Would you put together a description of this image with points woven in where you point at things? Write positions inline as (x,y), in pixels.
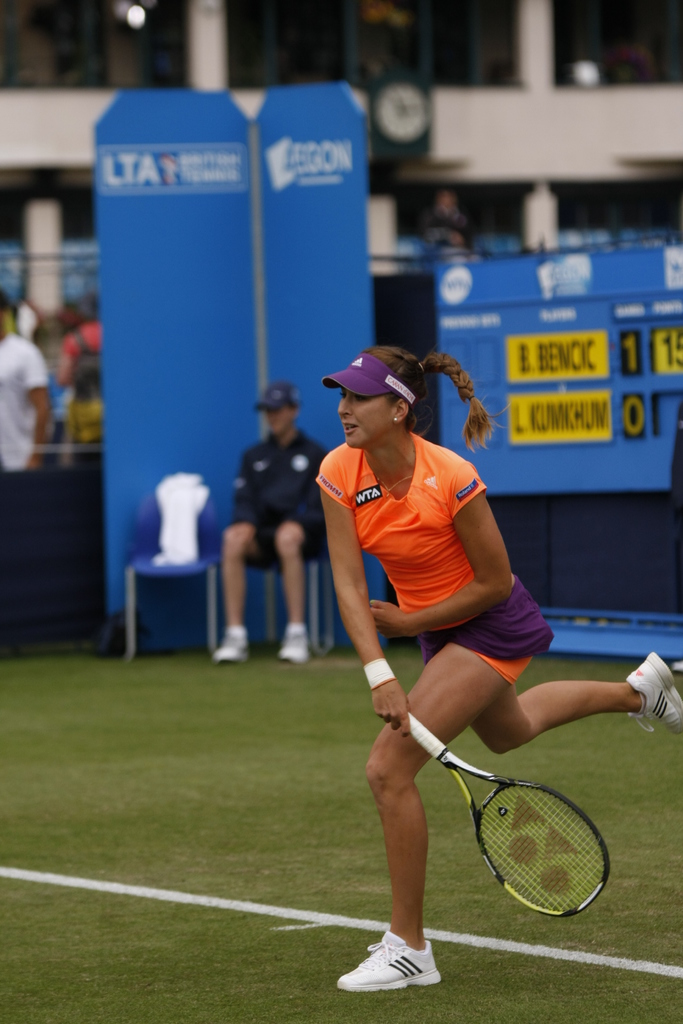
This picture shows a woman (400,623) playing a tennis with the racket (513,848) holding in her hand (398,702). She is wearing a visor (347,369). In the background (283,481) there is a man (244,543) sitting in the chairs (183,567). We can observe a clock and building (552,123) here.
